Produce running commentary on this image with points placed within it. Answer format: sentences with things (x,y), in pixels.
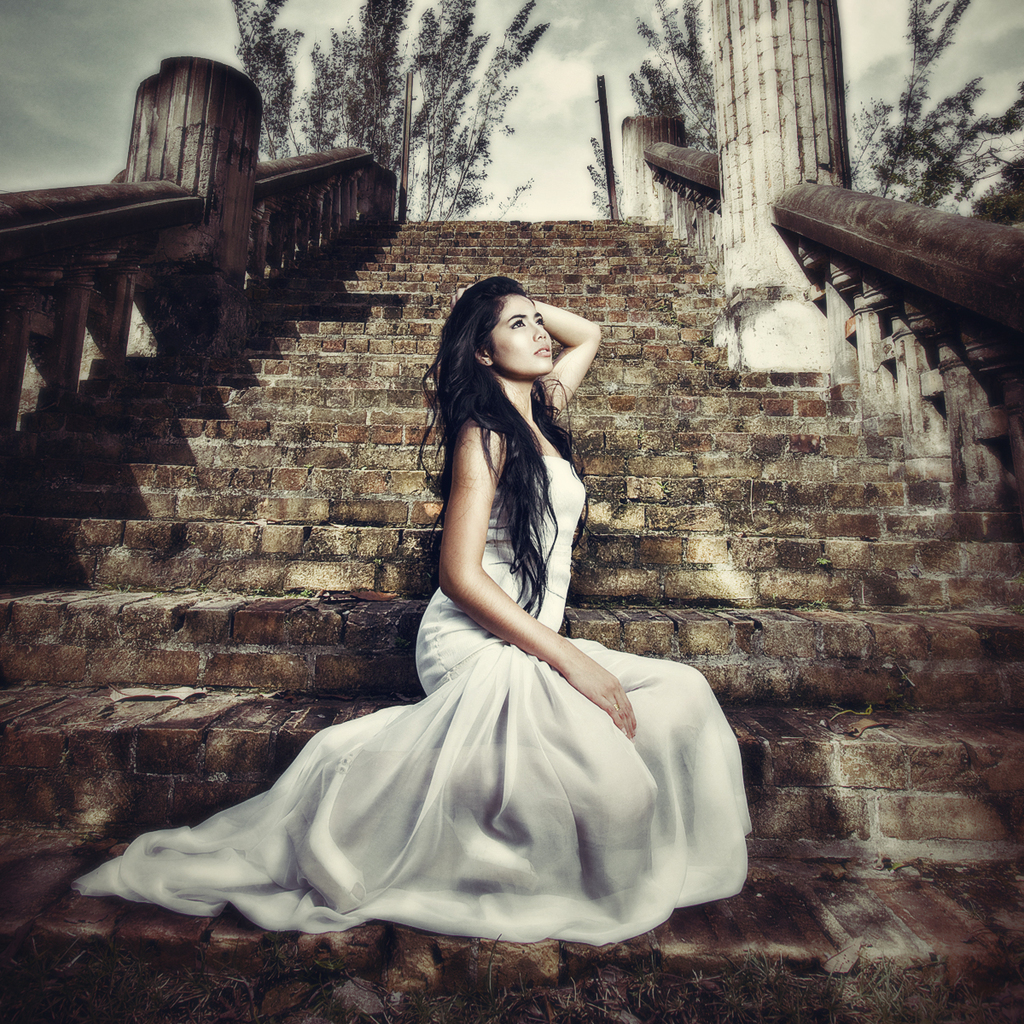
In this picture we can see a woman (487,309) sitting on steps (256,614), trees (693,56) and in the background (585,91) we can see the sky (624,1) with clouds (206,53).
